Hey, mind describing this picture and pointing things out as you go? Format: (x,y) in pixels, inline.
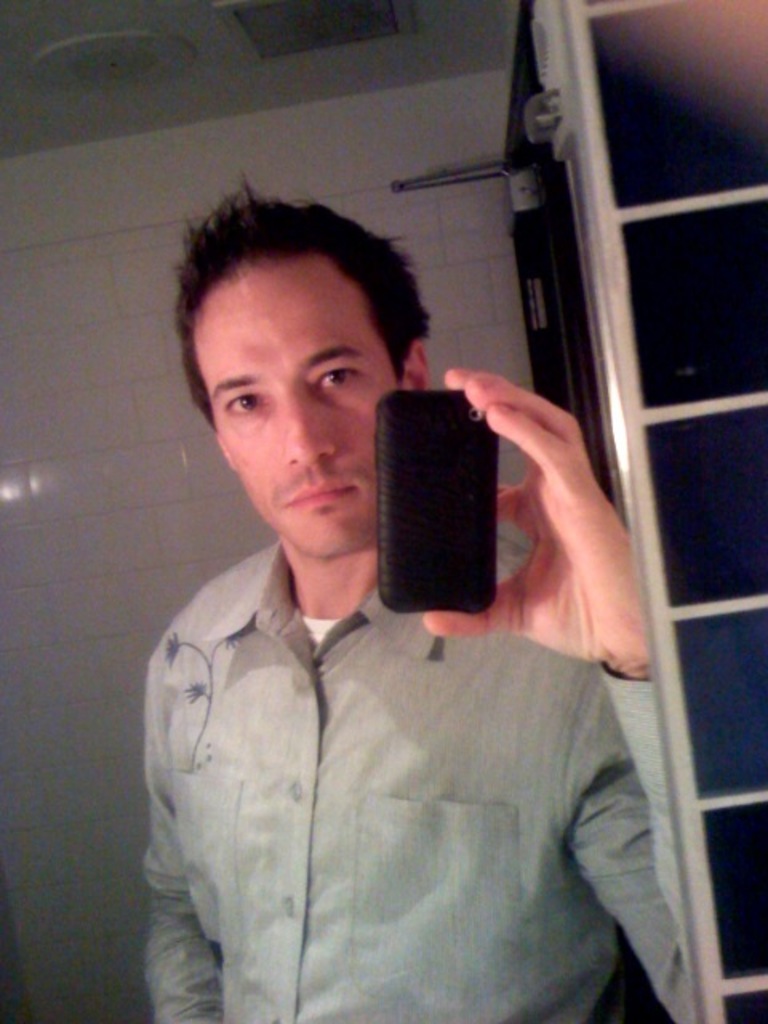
This image is taken indoors. In the background (156,339) there is a wall (186,376). At the top of the image (455,40) there is a ceiling (451,27). On the right side of the image (686,480) there is a cupboard (639,259) with a few shelves (676,410). In the middle of the image (297,459) a man (285,453) is standing and he is holding a mobile phone (447,513) in his hand (522,515).
